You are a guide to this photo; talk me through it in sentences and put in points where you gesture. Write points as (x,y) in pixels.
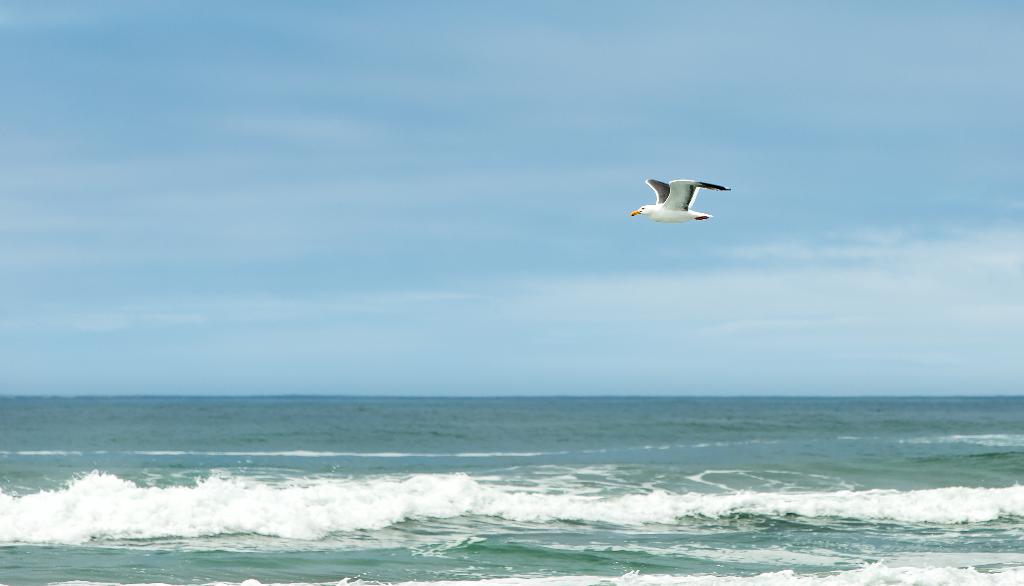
There is a white bird (676,219) flying in the sky (656,277). There is water (696,484) below it.
